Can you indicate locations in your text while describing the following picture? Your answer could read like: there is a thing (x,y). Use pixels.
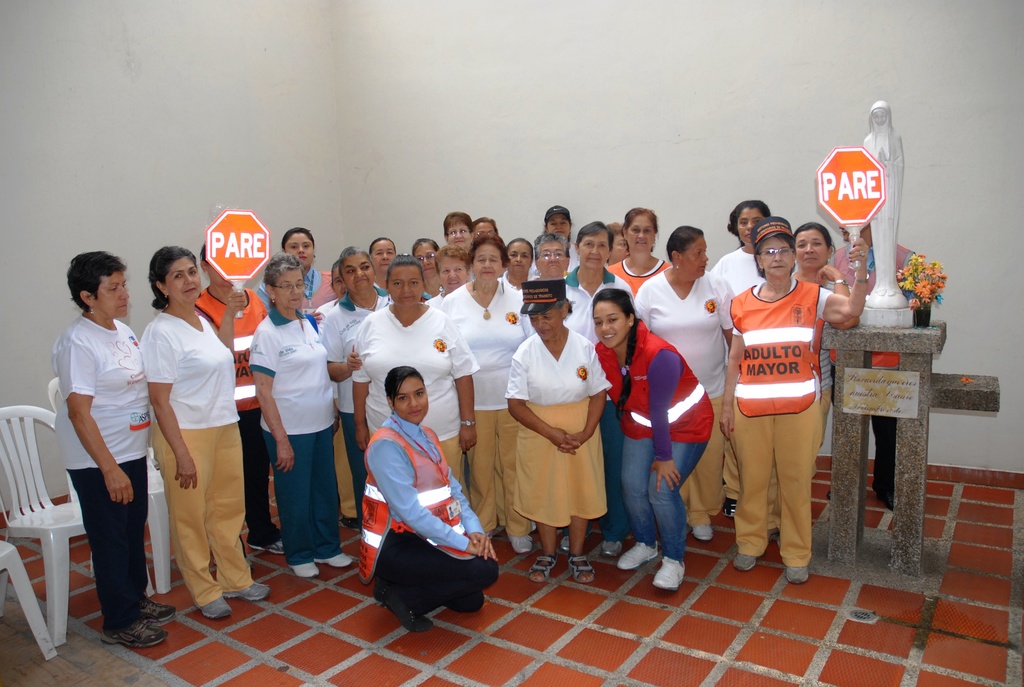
In the image there are a group of people (465,334) standing and two of them are holding the orange color sign boards (236,260) in their hands (243,299). Most of them are wearing white t-shirts (553,386). There are white chairs (28,418). Also there is a statue (895,318) on the pillar (909,352) with a name board (884,401). And also there are flowers (925,286). In the background (20,221) there is a white wall (184,138). And on the floor (775,652) there are orange color tiles (210,658).
